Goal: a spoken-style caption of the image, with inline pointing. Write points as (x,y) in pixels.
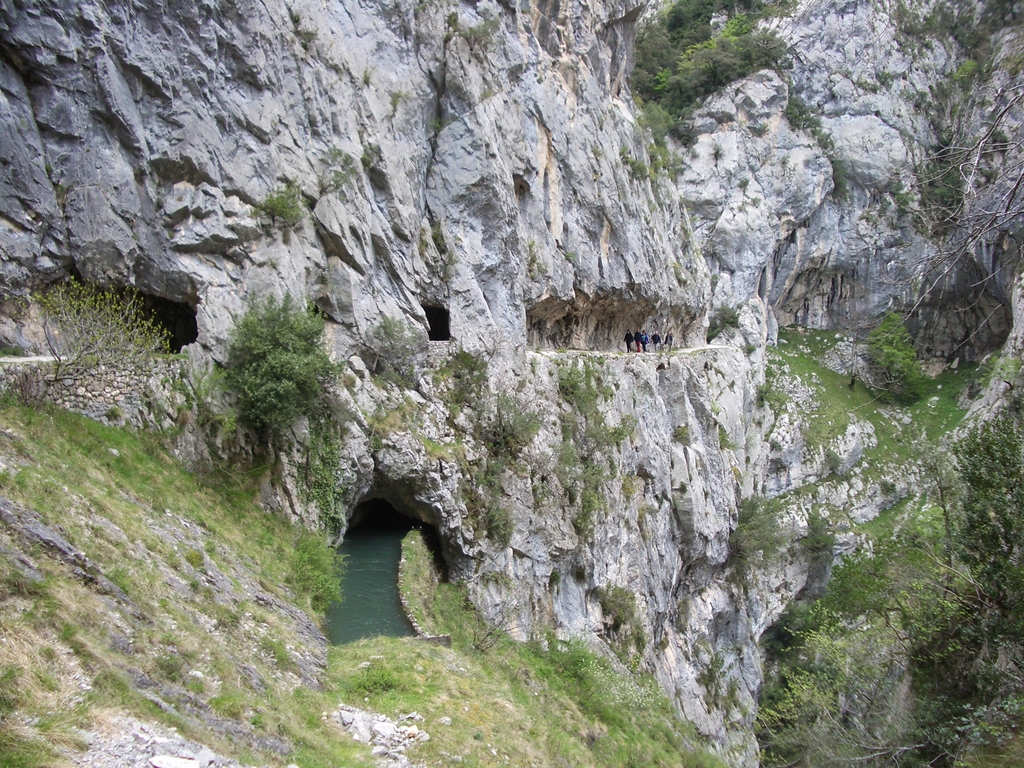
In this image I can see the water (357,573) and few people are standing on the mountain (568,371). I can see few trees (961,559) and the plants (140,501).
